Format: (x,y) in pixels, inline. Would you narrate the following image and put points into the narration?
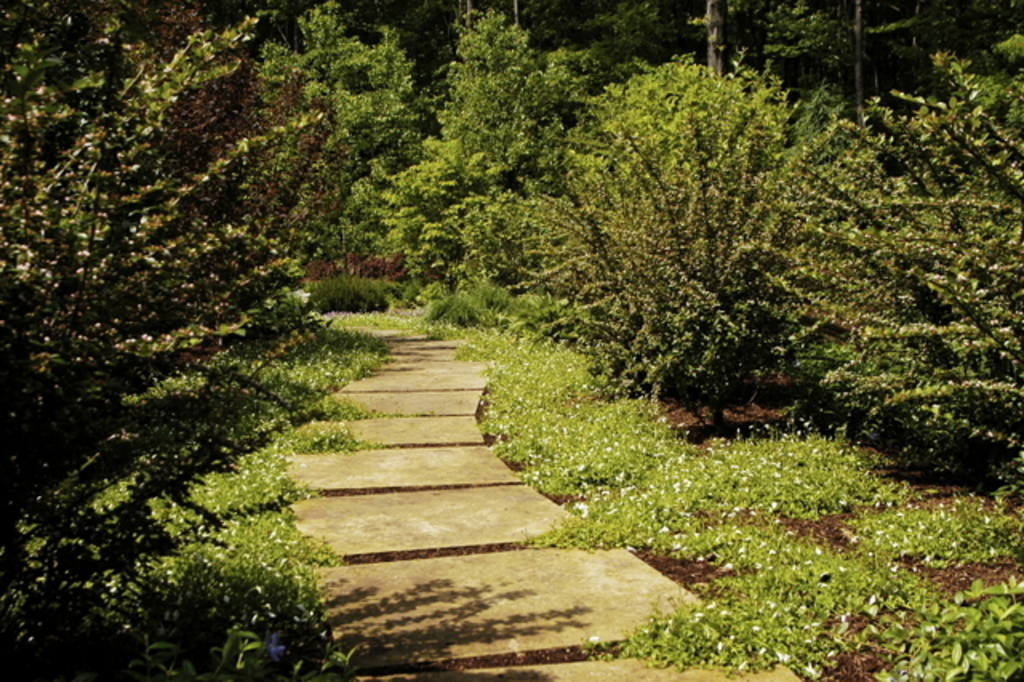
In this picture we can see a path (343,463), grass (354,403) and in the background (364,267) we can see trees (441,152).
